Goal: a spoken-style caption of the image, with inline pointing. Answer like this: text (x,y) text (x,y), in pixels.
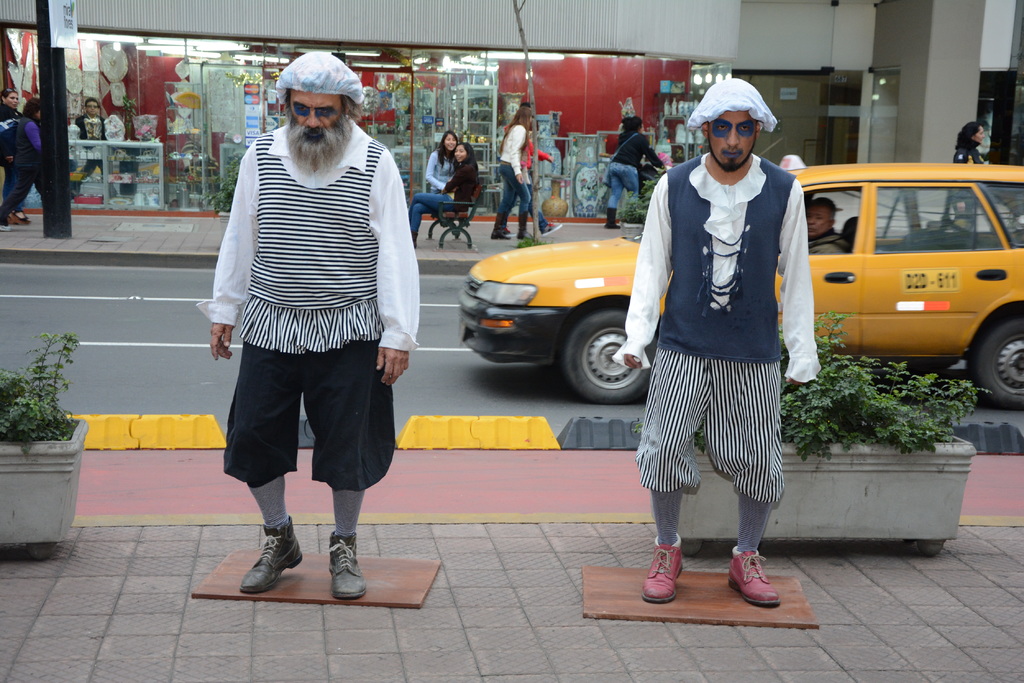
There are men (338,309) standing on the footpath (282,629). They both are wearing caps (297,74) on their heads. To the left side (36,434) there is a pot (17,446) with the plant (22,436) in it. On the road (112,314) there is a yellow color car (992,251). In the back side (426,262) there is a footpath (421,238). On the footpath (451,237) there is a bench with two ladies (447,184) sitting on it. And some people (607,172) are standing. In the background (430,55) there are some stores (613,94).
